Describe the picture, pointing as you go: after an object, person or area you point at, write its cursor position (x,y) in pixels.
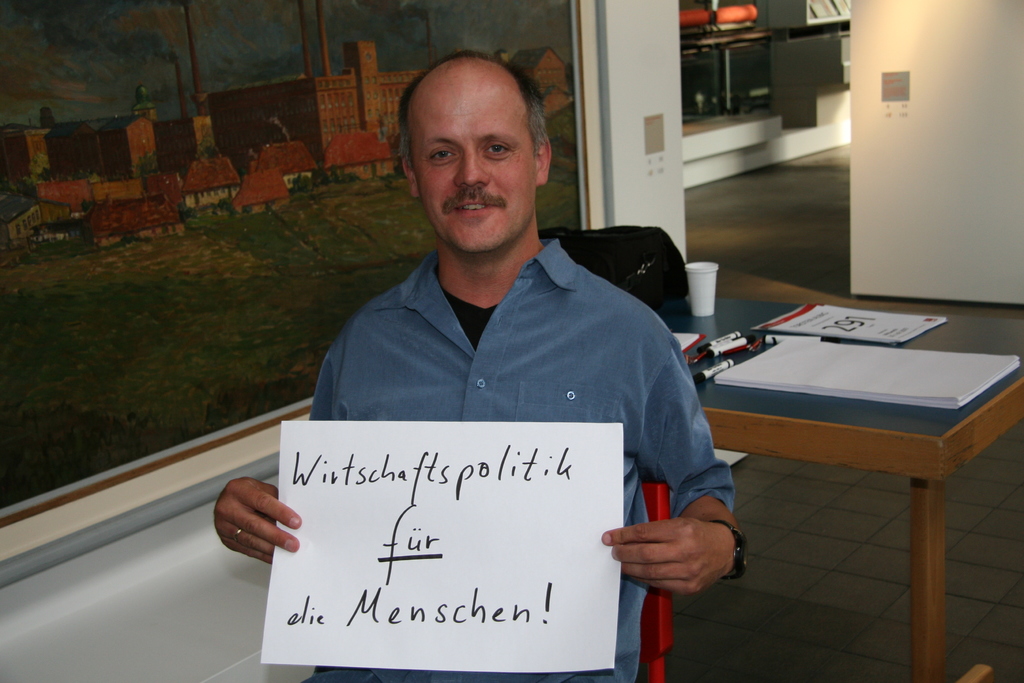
In this picture a man (645,387) is seated on the chair (654,600), he is holding a paper (497,527) in his hands (698,558), in the background (220,273) we can see a wall painting (265,187) and couple of papers (814,385), pens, cups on the table (849,342).
